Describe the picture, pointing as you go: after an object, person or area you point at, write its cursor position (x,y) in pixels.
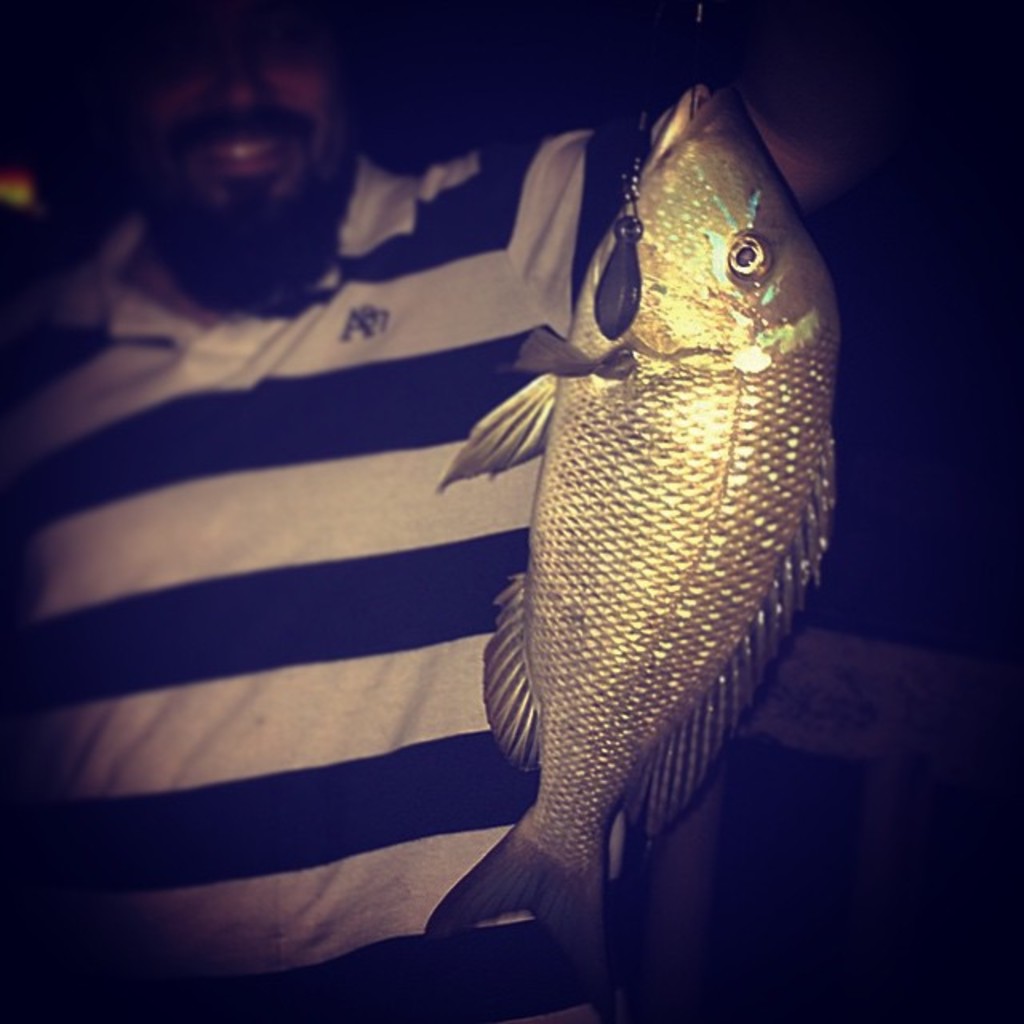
In front of the picture, we see the fish (779,451). On the left side (258,511), we see a man (322,501) in white and black T-shirt (277,527) is smiling. He might be sitting on the chair (779,716). In the background (964,125), it is black in color. This picture might be clicked in the dark.
